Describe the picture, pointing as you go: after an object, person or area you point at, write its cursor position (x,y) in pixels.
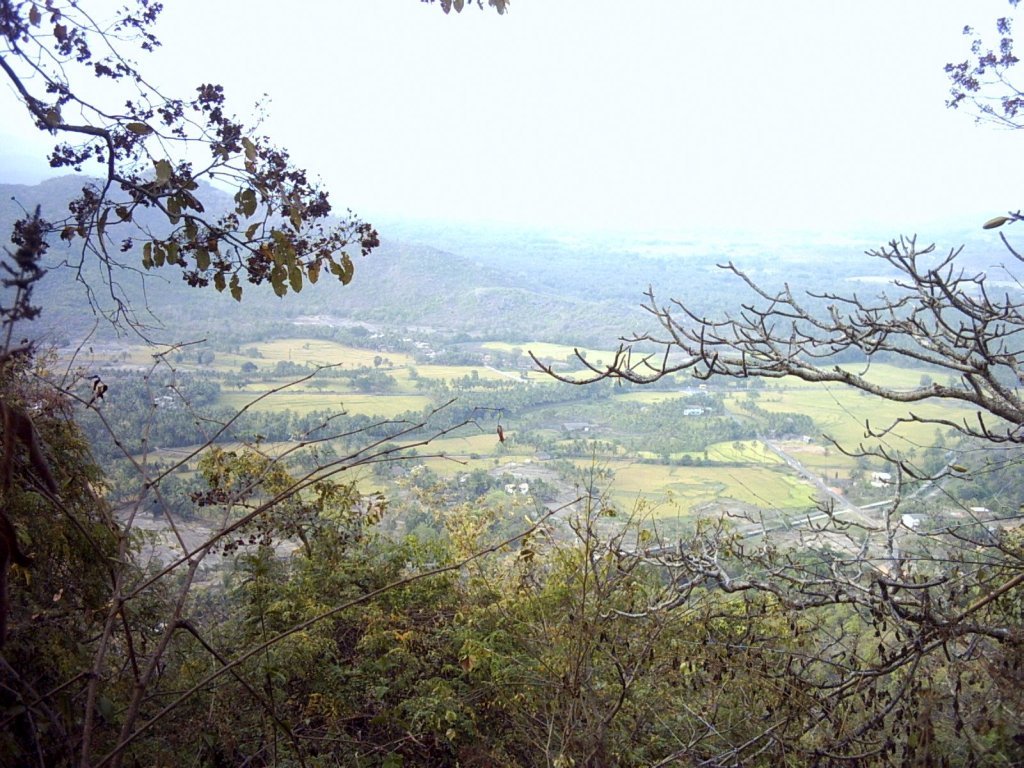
In this image in the foreground (157,621) there are some trees (78,607), and in the background (570,363) there are some mountains (681,284), trees (899,492). At the top of the image (528,119) there is sky (667,152).
